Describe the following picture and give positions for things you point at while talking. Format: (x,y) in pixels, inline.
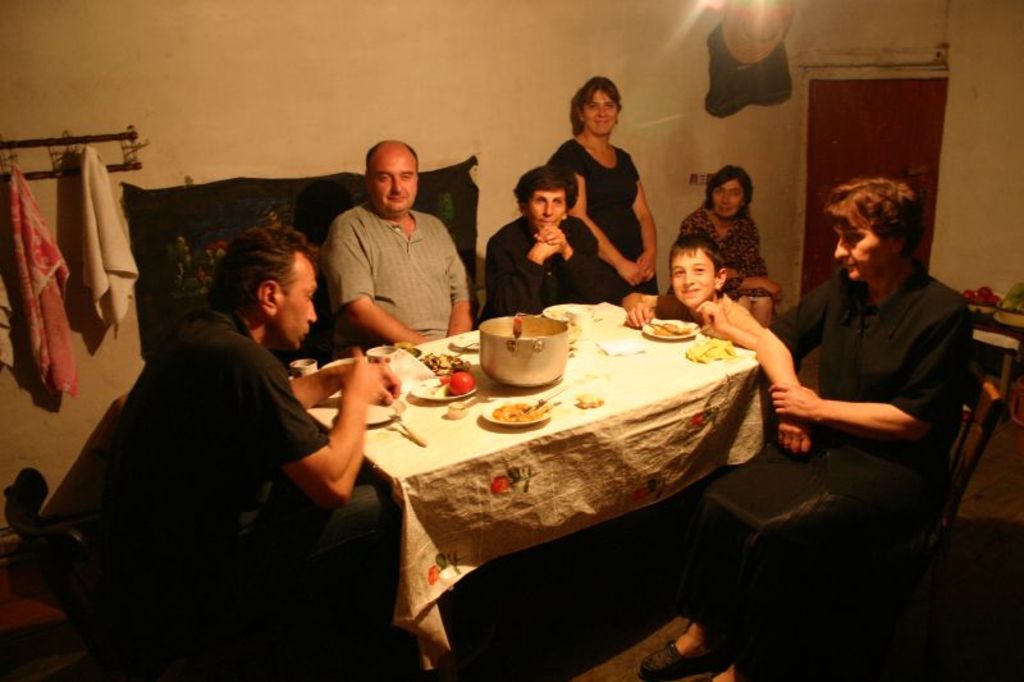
There are six people (278,532) sitting around the table (445,447) where few food items (508,419) are placed on the table (387,453).
